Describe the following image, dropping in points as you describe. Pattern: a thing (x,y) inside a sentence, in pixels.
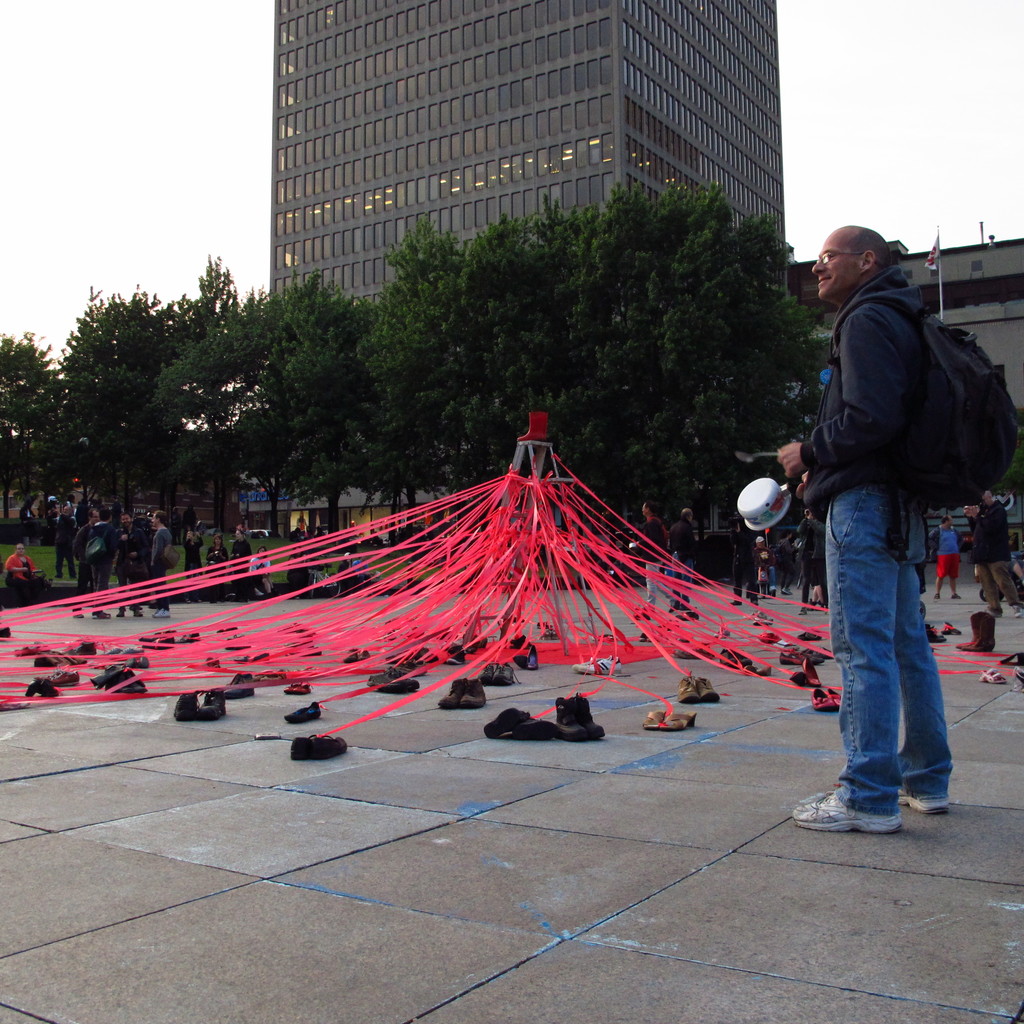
On the right side (880,296), there is a person (902,273) in jean pant (876,665) wearing a bag (997,396) and standing on the floor (566,946). In front of him, there are shoes (691,701), slippers (642,724) and pink color ribbons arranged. In the background (1008,526), there are persons (128,521) standing on the floor (444,753), there are trees (735,343), buildings (944,260) and there is sky (151,121).
